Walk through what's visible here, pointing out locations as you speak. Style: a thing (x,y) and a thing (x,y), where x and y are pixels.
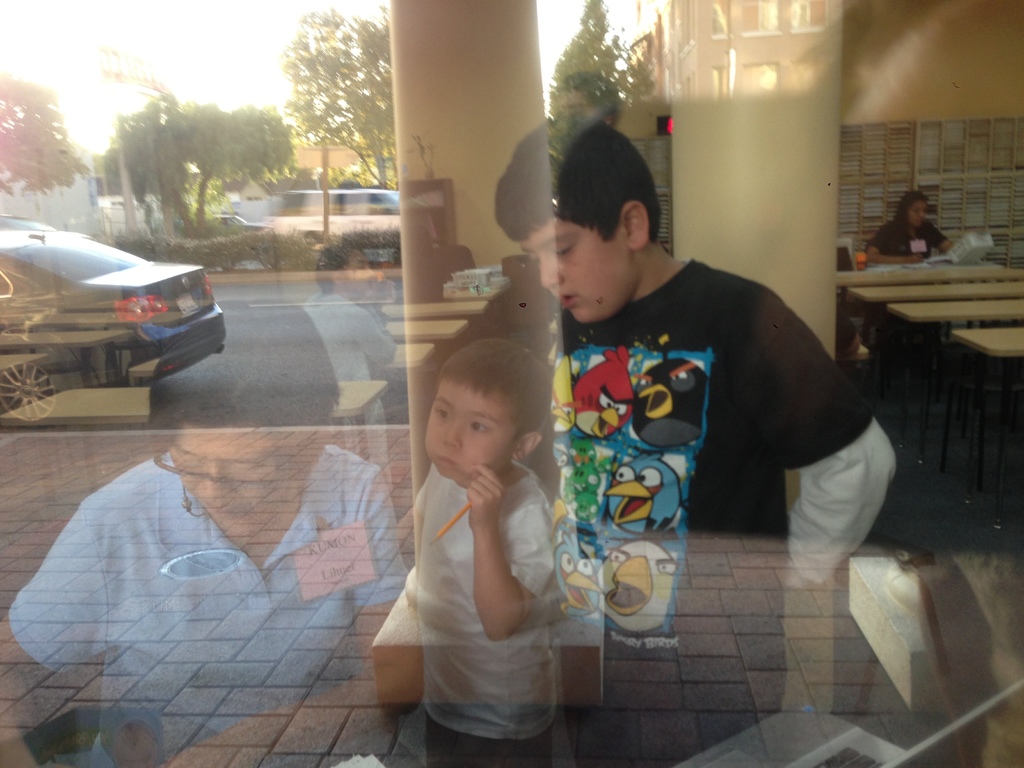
In this image we can see there is a reflection (340,579) of people (585,532) on the glass (738,541), behind them there are buildings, trees (330,124) and car (70,262) on the road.
